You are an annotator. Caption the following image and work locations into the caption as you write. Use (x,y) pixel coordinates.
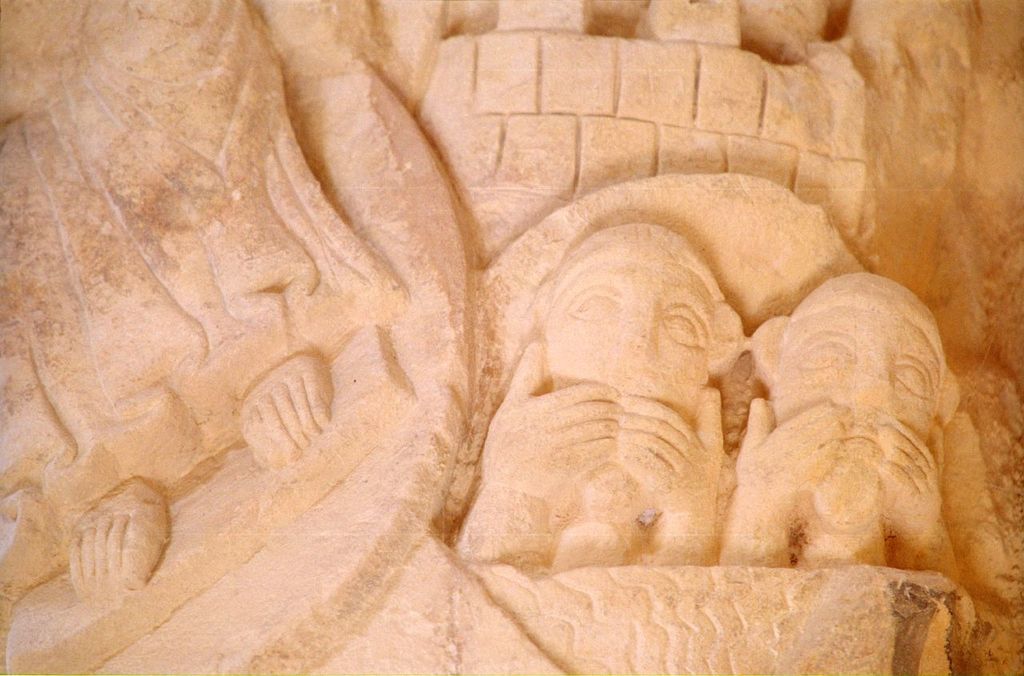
We can see stone carving (443,449) on the wall (765,131).
